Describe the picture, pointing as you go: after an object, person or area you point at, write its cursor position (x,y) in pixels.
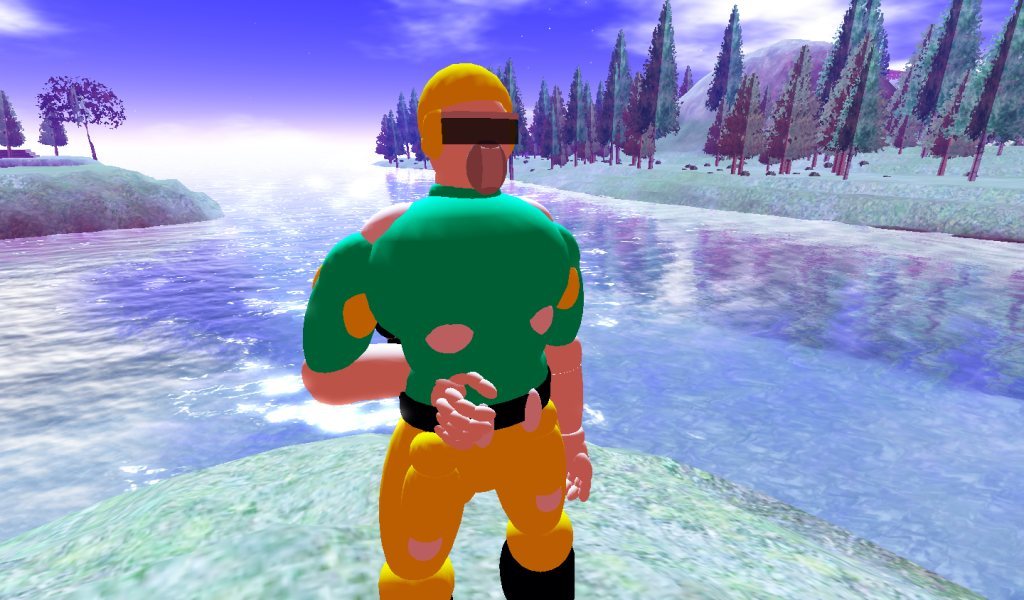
This is an animated image. In this image I can see the person (487,455), water (289,400) and many trees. In the background (298,122) I can see the clouds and the sky (387,99).
